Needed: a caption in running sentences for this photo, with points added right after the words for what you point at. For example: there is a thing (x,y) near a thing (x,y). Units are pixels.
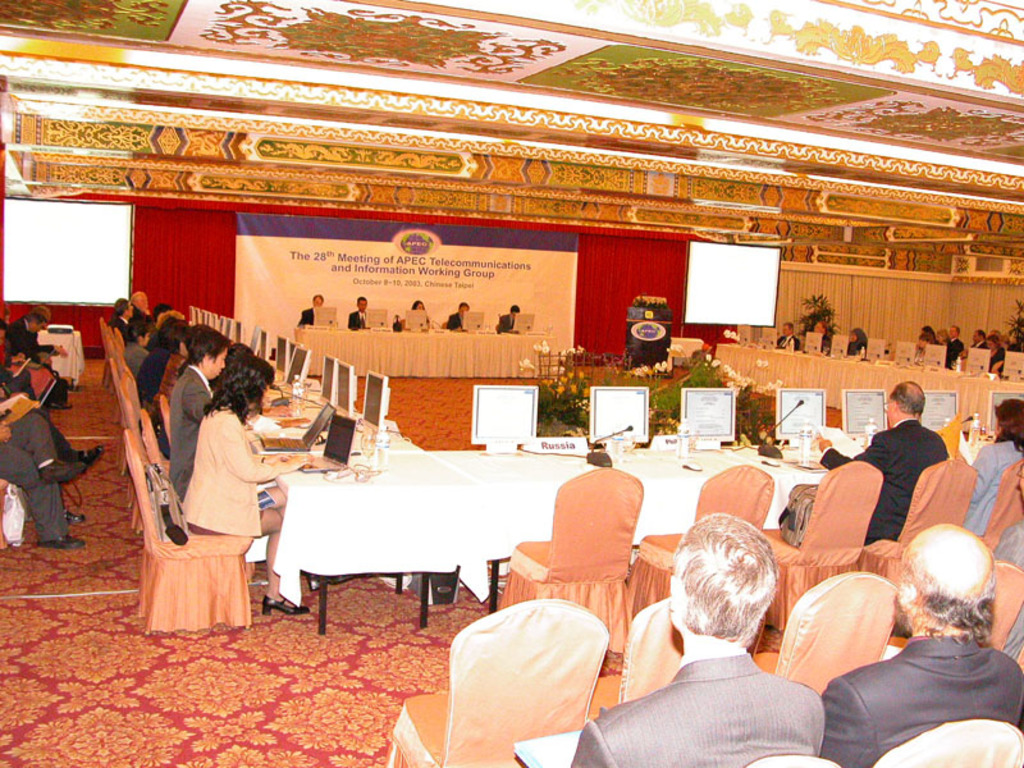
In this image I can see number of people (25,357) are sitting on chairs (164,403). I can also see few tables (354,513), flowers (563,379), few screens (729,276), a banner (441,236) and on these tables (888,377) I can see number of monitors (476,314), bottles (806,449), few boards (553,450), a laptop (341,452) and few other things. I can also see something is written at few places.
